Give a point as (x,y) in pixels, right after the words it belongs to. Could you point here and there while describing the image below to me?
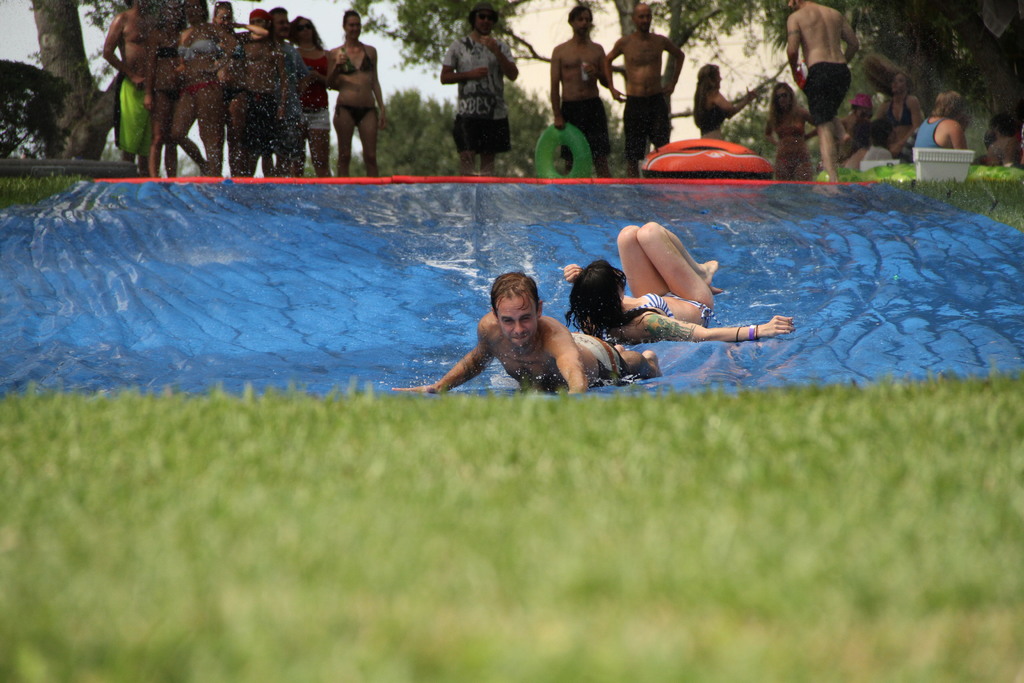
In this image we can see a few people (630,317), among them two people (536,308) are sliding on the tarp (547,239), there are some trees (404,103), objects (682,153) and grass (633,585).
